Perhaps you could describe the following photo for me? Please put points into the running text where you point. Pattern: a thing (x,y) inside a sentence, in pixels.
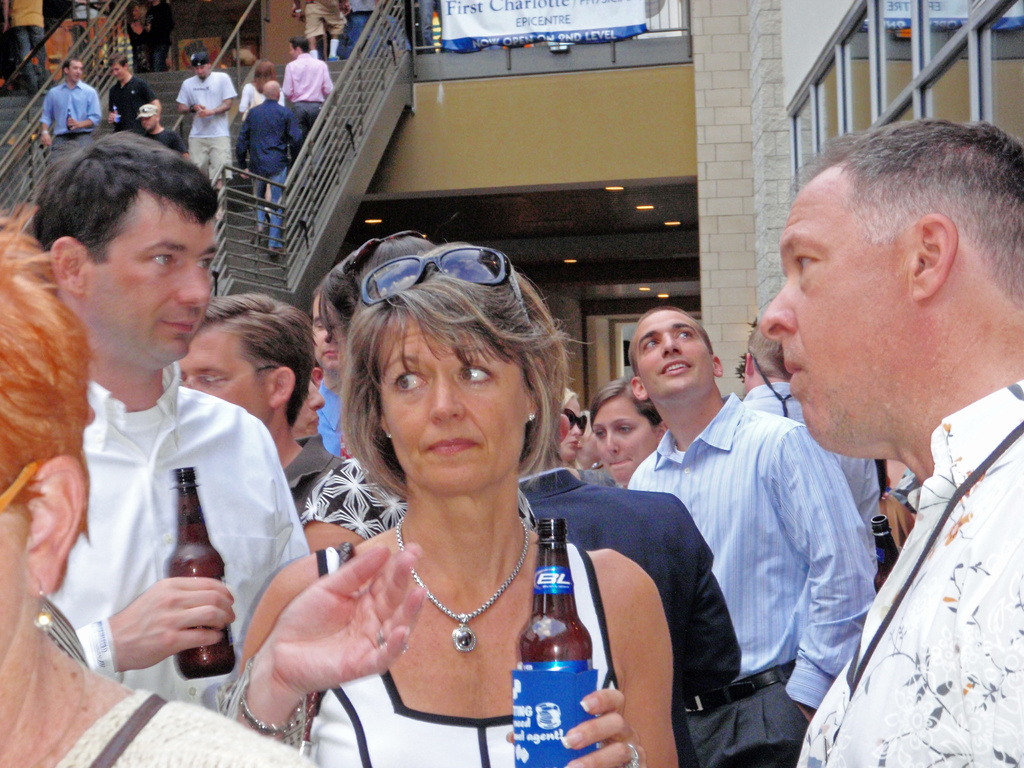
In the center of the image (615,481) we can see a few people (599,513) are standing and they are in different costumes (679,593). Among them, we can see a few people (517,627) are holding bottles (544,594) and few people (487,634) are wearing glasses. In the background (610,362) there is a wall (621,132), fences (341,166), staircases (13,165), one banner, few people (76,137) are walking, few people (135,34) are standing and a few other objects (195,46).
